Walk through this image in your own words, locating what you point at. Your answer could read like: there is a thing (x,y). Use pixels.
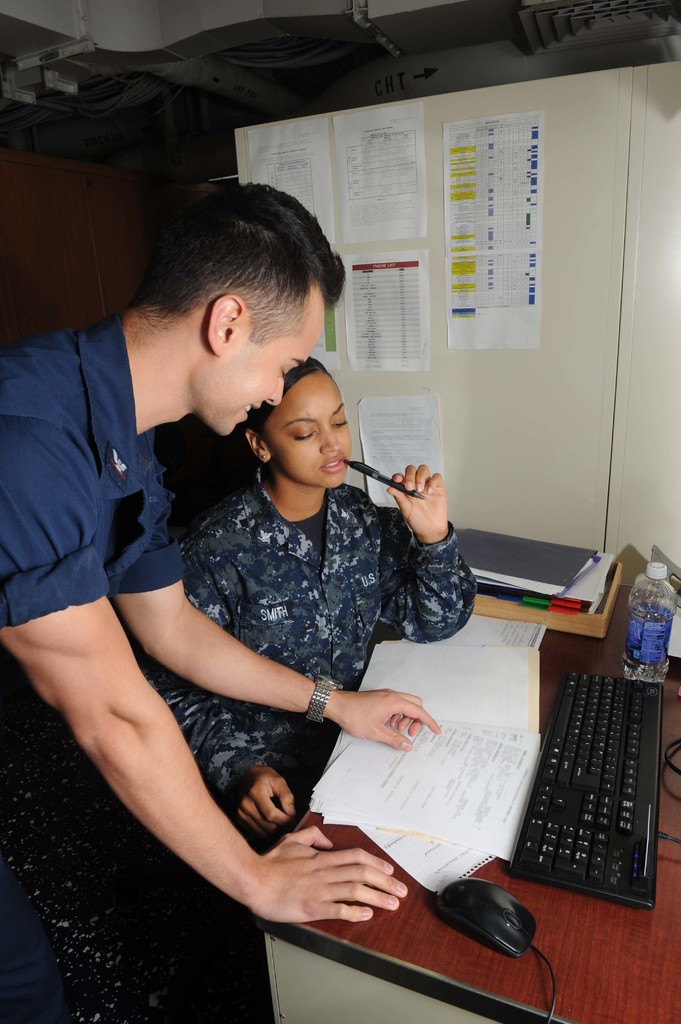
In this picture we can see man (200,624) standing and smiling and beside to his woman (336,566) sitting holding pen (415,493) with her hand (414,480) and in front of them on table (545,909) we have mouse (484,910), keyboard (624,746), bottle (624,666), tray (603,600) with books (566,603) in it, papers (486,660), wires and in background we can see wall (429,209) with posters (373,195).
